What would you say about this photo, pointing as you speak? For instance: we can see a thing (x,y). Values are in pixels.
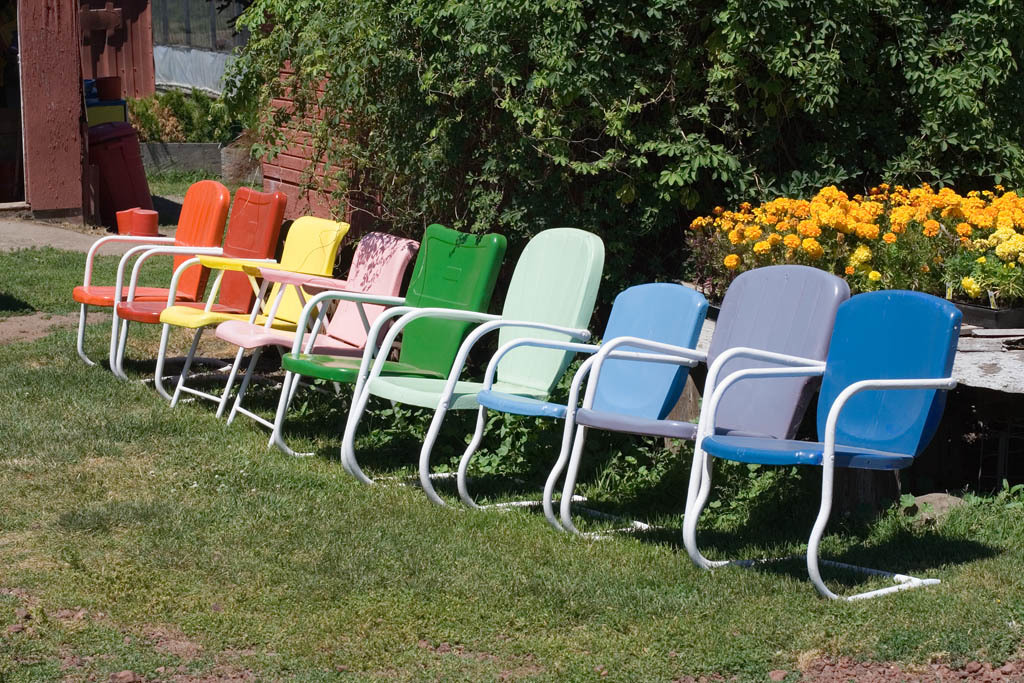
In this image there are a few empty chairs (623,398) on the surface of the grass (50,620), behind the chairs (667,331) there are flowers (845,211) and trees (522,74).
